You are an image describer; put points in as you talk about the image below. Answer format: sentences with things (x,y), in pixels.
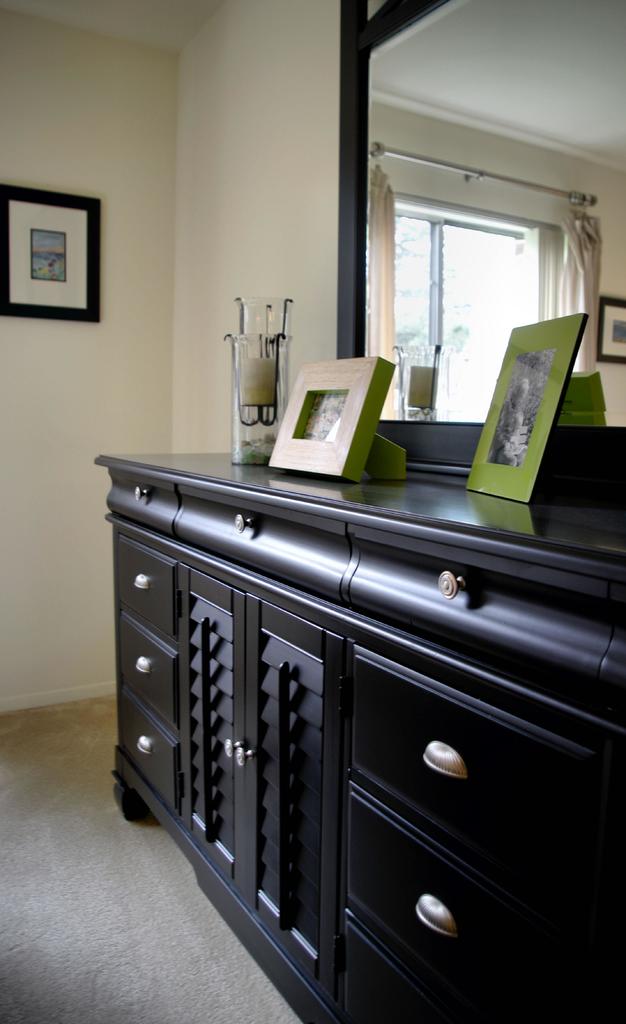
Here in this image I can see few photo frames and a cupboard (267,513). On this wall (63,325) I can see a frame (0,215). Also a mirror (452,87) over here.
